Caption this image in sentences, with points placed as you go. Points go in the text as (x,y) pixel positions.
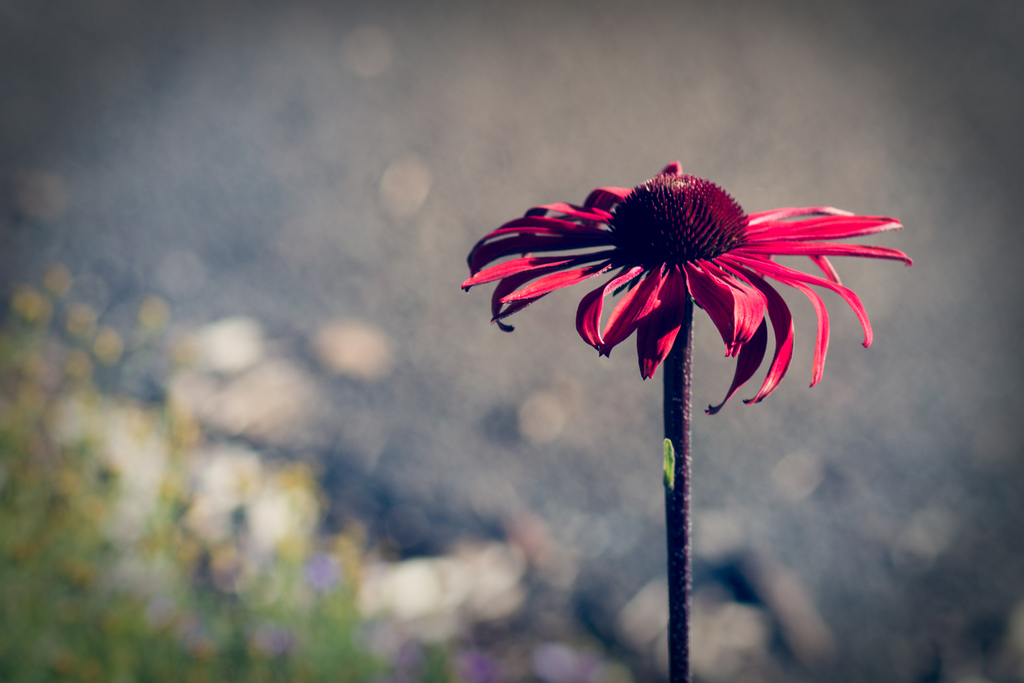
In this picture I can see there is a red color flower (677,327) and it has red color petals (671,284) and a stem (687,289) and the backdrop (467,14) is blurred.
